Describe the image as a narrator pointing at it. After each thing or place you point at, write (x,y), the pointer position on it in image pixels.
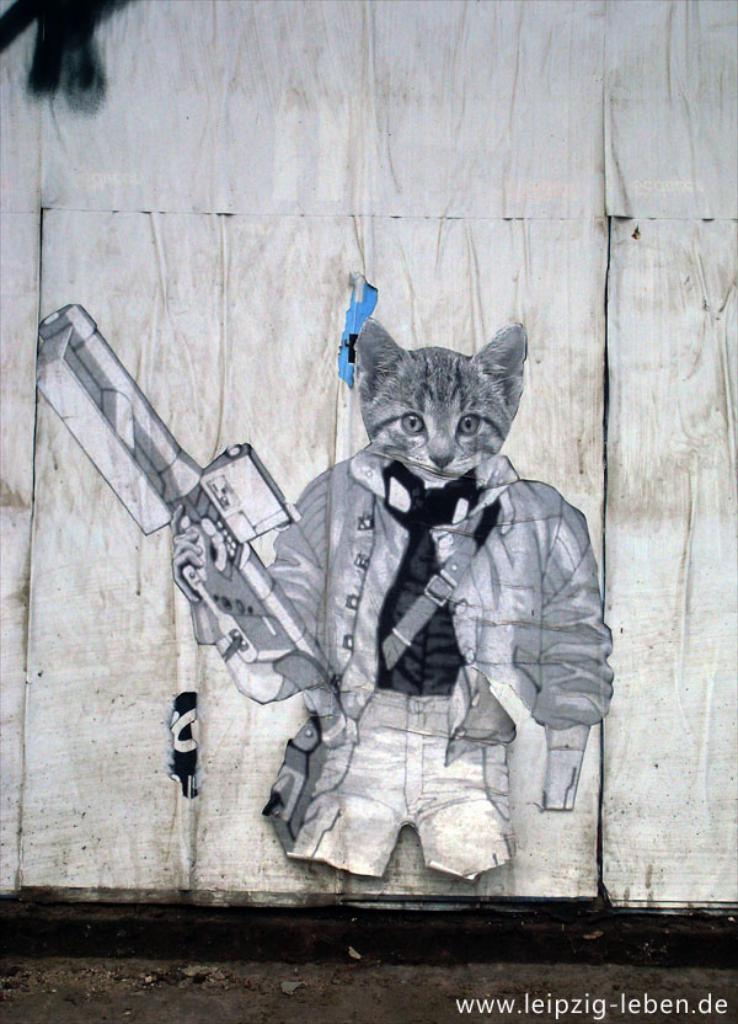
In this image we can see a sketch (384,429) on the wall (502,42). At the bottom (90,998) we can see the path (470,991) and also the text (579,1003).
